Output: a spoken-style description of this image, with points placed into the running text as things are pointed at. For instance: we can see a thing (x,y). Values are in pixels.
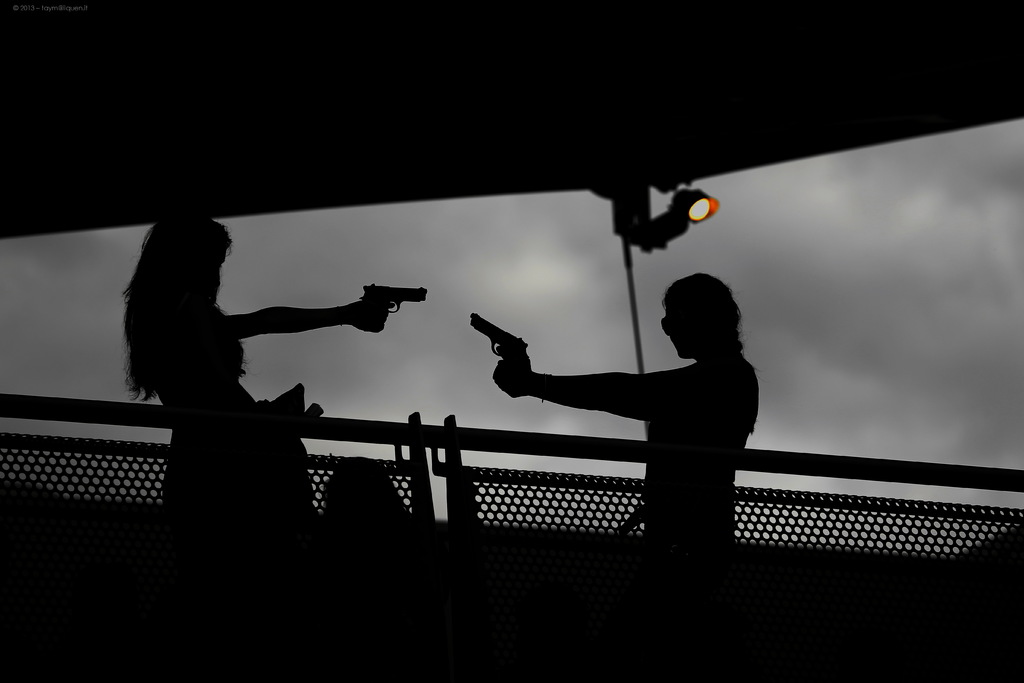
It looks like a black and white picture, We can see there are two people (210,378) standing and holding the guns (402,300). Behind the people (355,314) there is a barrier fence (552,433), light (686,219) and a cloudy sky (848,317).
